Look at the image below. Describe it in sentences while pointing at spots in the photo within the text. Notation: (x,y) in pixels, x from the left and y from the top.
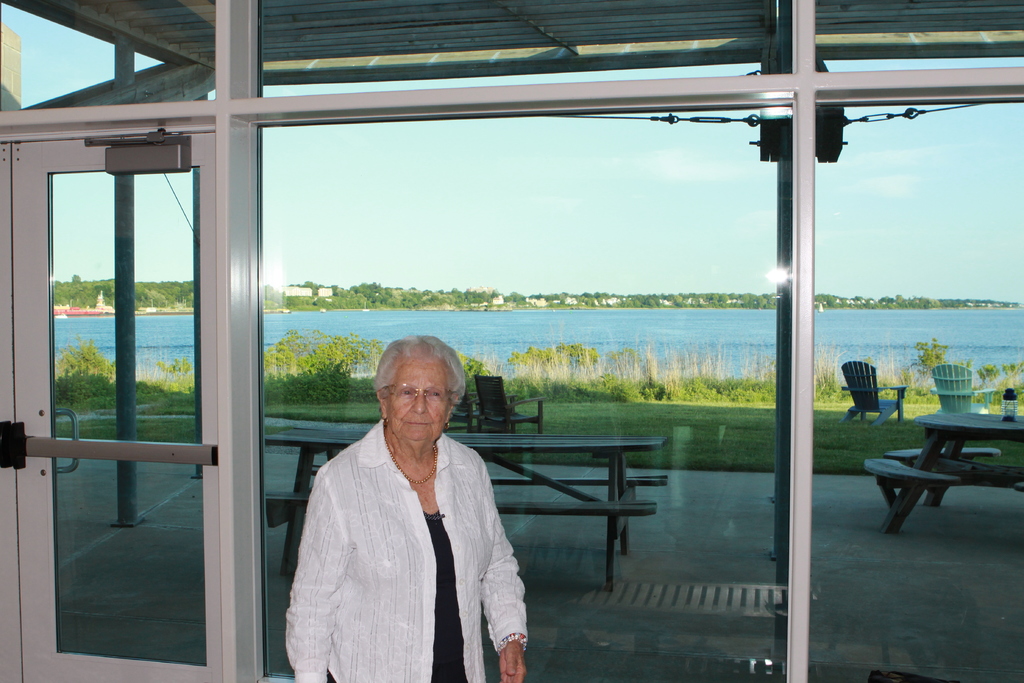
In this image we can see a lake (634,343). There are many trees (651,303) and plants (666,382) in the image. There is a grassy land (922,441) in the image. There is a lady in the image. There are few buildings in the image. There is a door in the image. There are few benches (911,469) and chairs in the image. There is a bottle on the table (990,418) at the right side of the image (1003,411).
